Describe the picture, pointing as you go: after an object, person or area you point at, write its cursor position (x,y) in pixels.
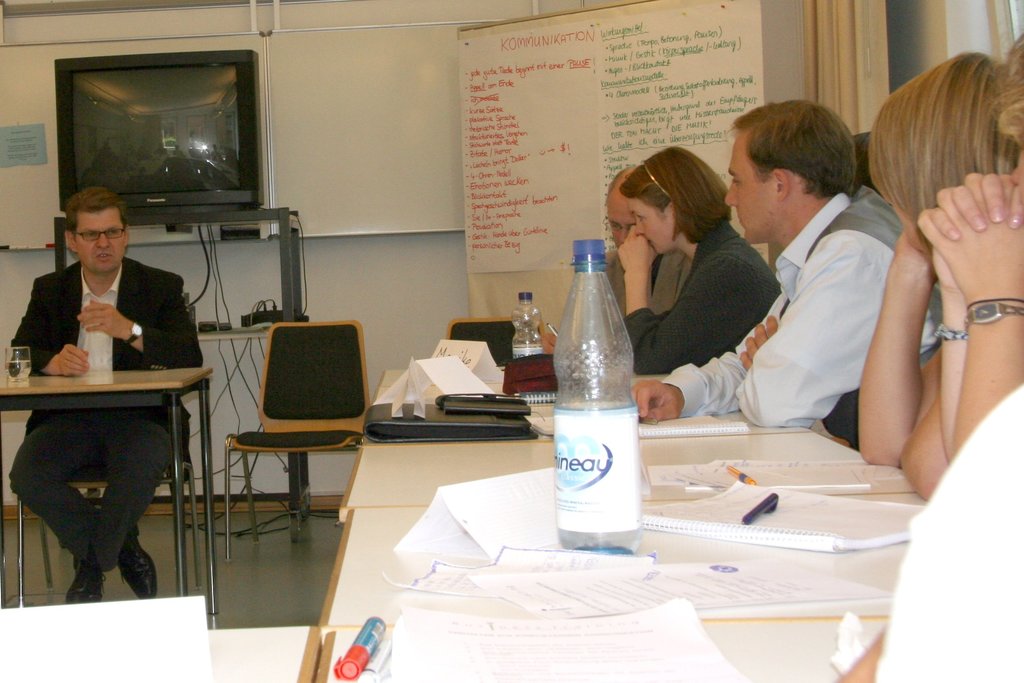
Here we can see a group of people (787,220) are sitting on the chair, and in front (581,580) here is the table (648,448) and books (659,427) and papers (572,569) and some objects (504,425) on it, and here is the television (127,175), and here is the board (416,151), and here is the wall (378,308).
